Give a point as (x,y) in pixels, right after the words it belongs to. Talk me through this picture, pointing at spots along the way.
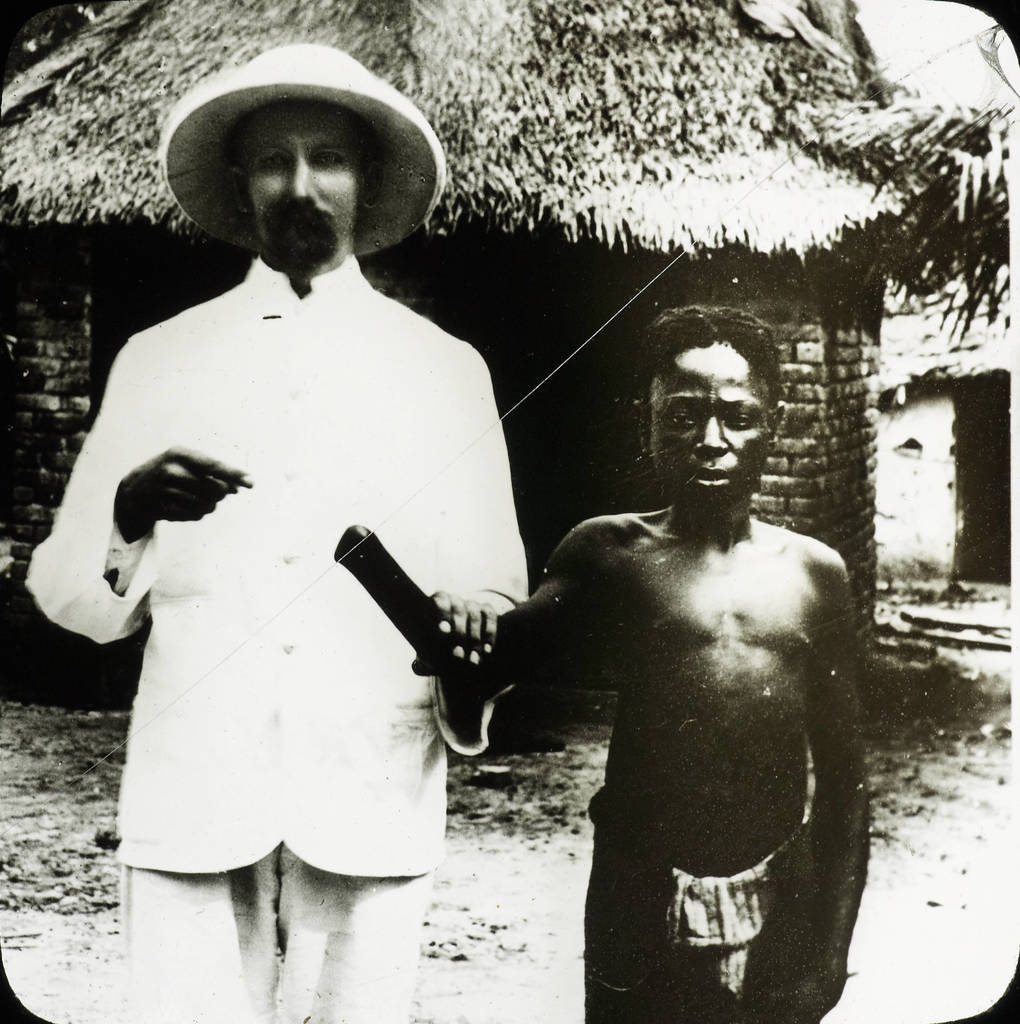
In this picture we can see two men (442,563), the left side man (328,492) wore a cap (235,141), behind to them we can see few huts (902,395), and it is a black and white photograph.
